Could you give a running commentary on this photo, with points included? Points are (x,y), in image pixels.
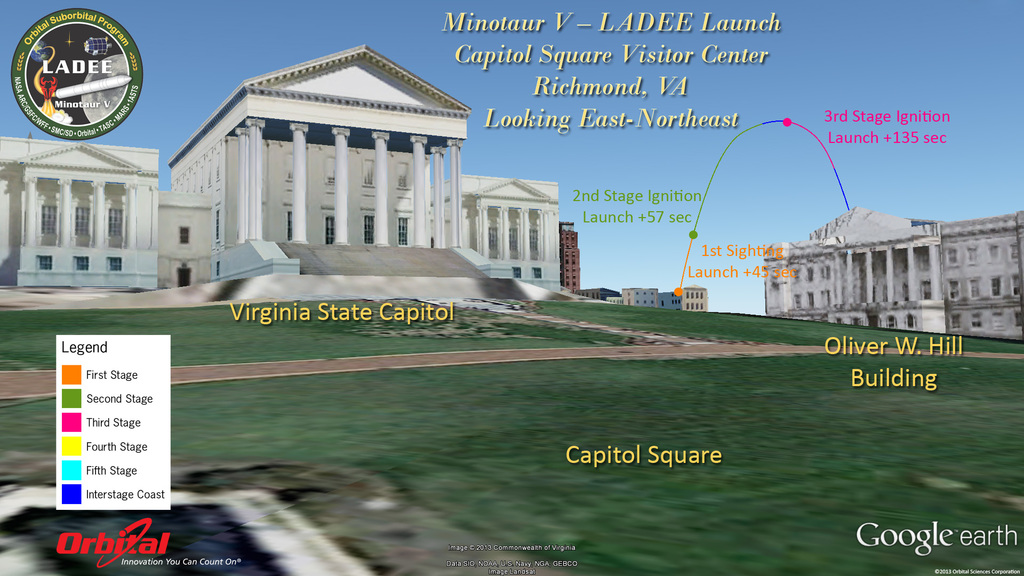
In this image I can see the ground (505,500) and many buildings (148,187). In the background (607,106) I can see the blue sky (629,38). I can see something is written on the image.
